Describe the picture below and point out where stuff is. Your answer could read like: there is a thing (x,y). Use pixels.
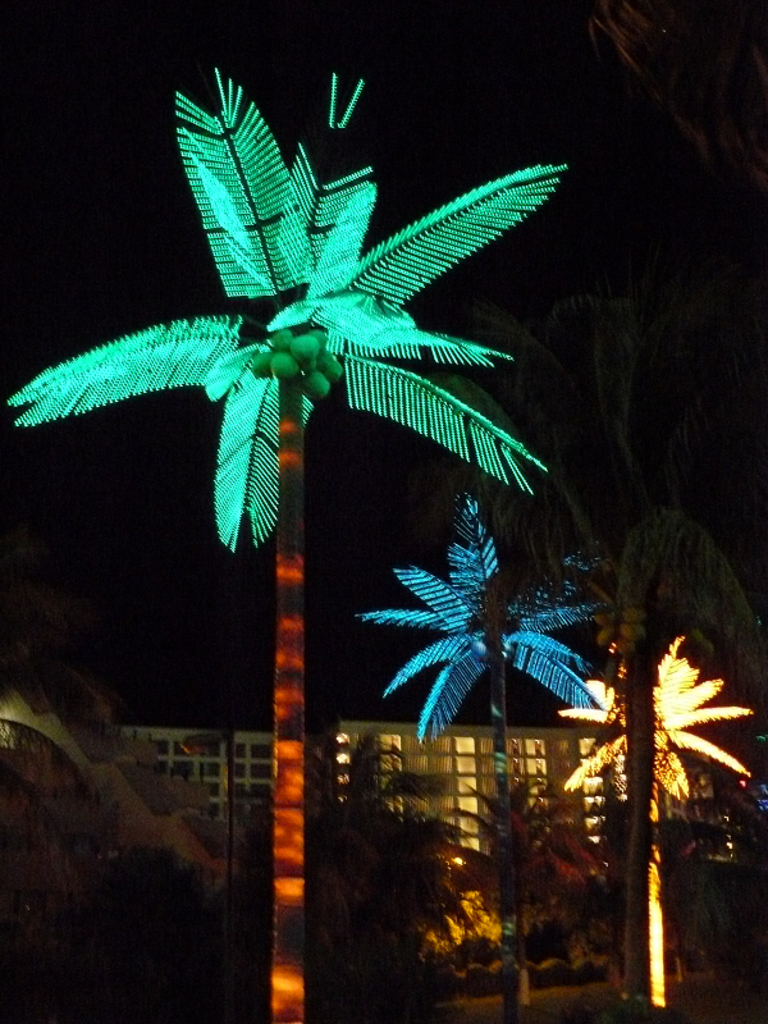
In this picture we can see trees (381,858) in the front (284,854), in the background (471,767) there is a building (470,778), we can see a dark background (433,60).
